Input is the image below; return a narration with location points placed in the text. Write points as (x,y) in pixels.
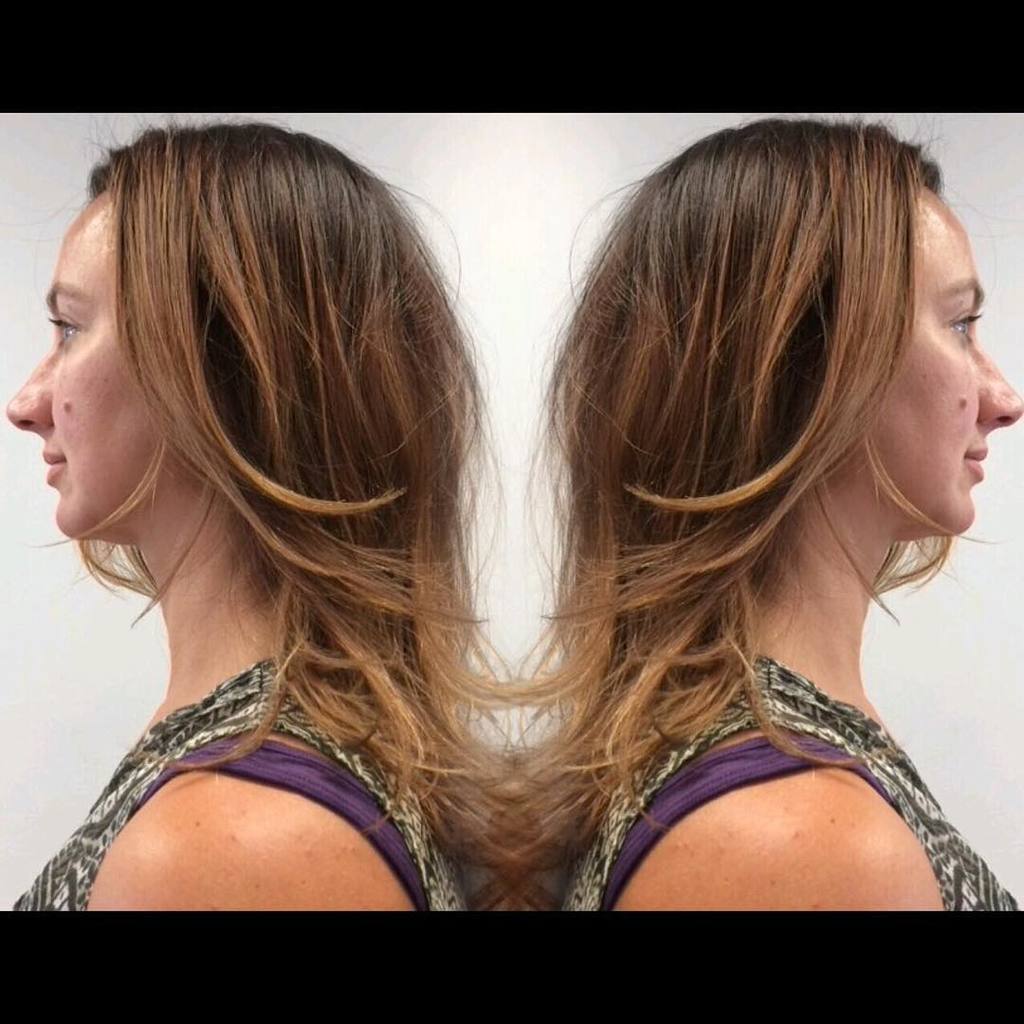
In the image we can see there are two women (218,661) and they are wearing black and purple colour dress (704,764). They look alike.
